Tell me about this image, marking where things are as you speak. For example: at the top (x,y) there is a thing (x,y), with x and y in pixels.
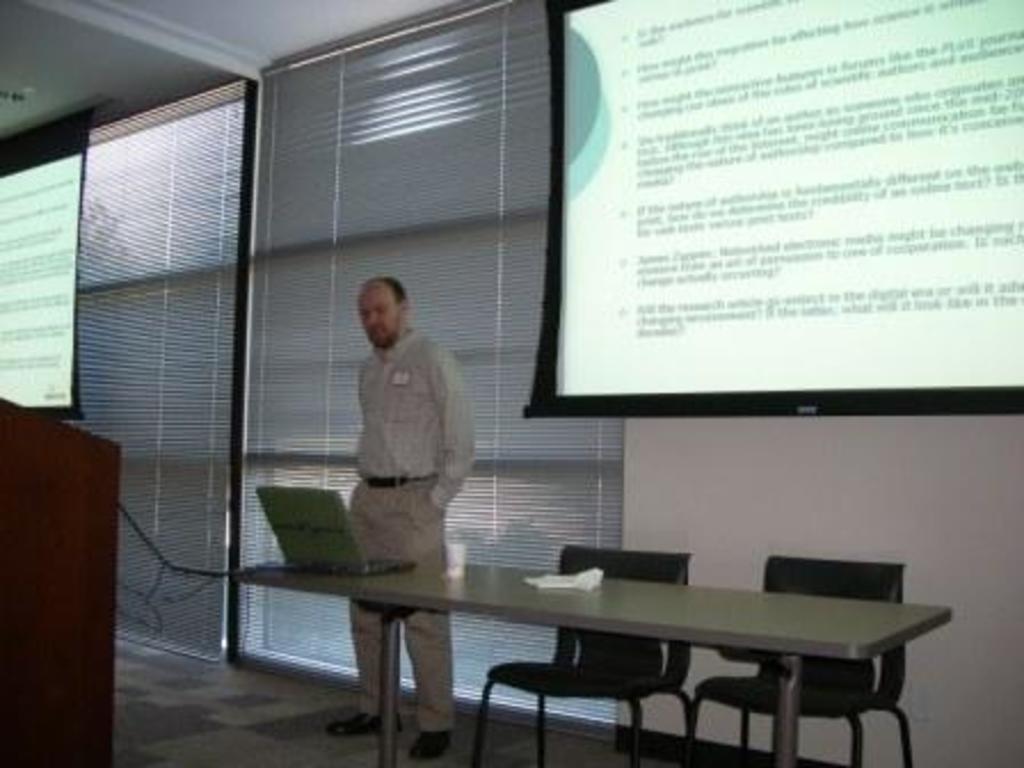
In this image I can see a man (365,459) is standing. I can also see few chairs (618,566), a podium (110,508), few projector screen (620,233) and a table (716,589). On this table (380,586) I can see a laptop (373,570).
